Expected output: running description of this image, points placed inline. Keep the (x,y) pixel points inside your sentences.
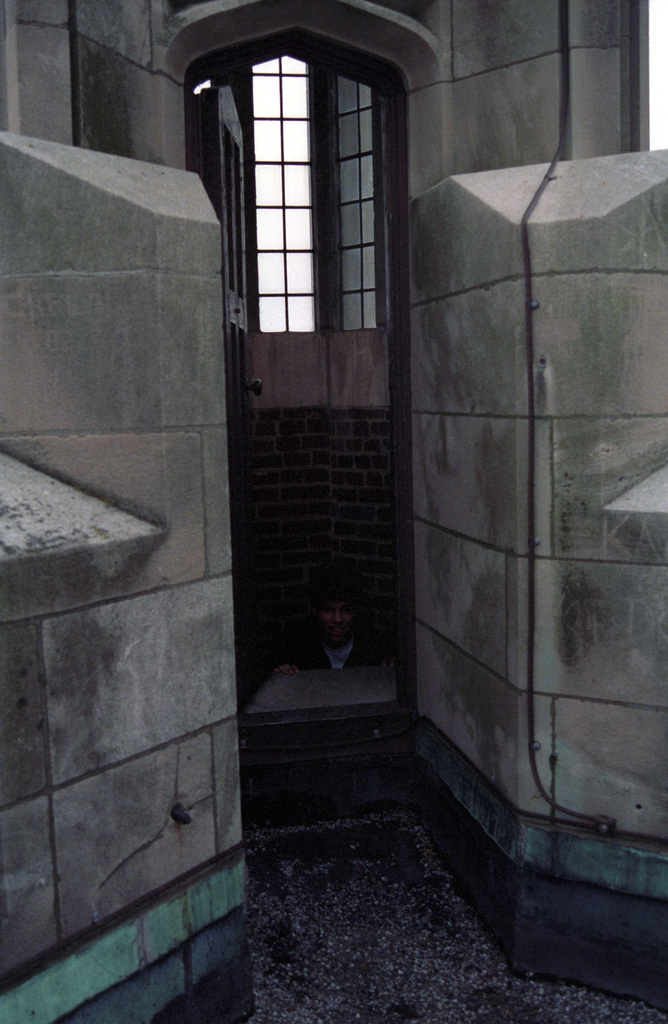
In the image we can see there is a window (319,256), brick wall (330,459) and floor (344,853).
